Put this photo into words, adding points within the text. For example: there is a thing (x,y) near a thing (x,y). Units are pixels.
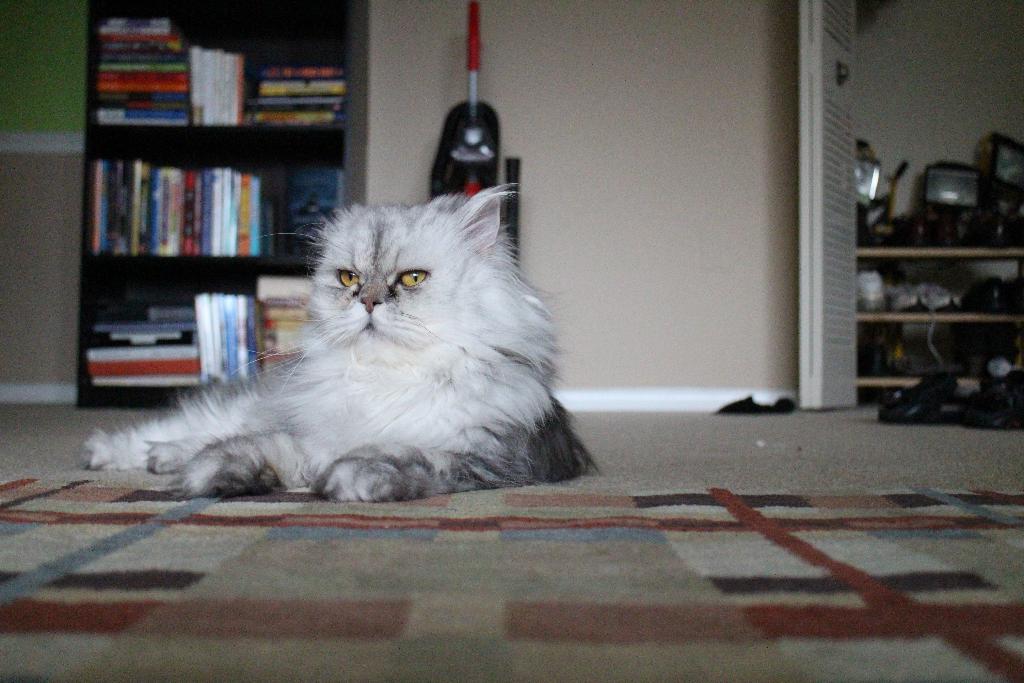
In this image, we can see a cat (420,302). We can see some shelves (263,53) with objects (963,226) like books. We can see the ground (739,426) with some objects (747,412). We can see the wall (689,183). We can see a door (849,27).
